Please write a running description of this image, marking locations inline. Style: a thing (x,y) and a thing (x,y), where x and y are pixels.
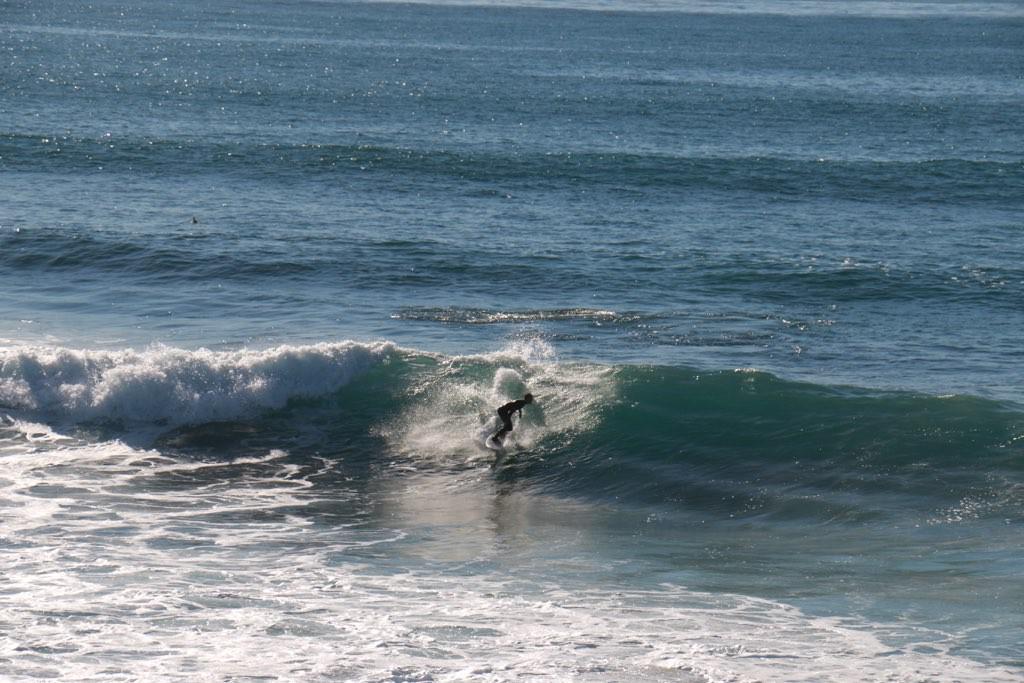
In the image we can see water (550,210), above the water (518,382) a person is surfing surfboard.
